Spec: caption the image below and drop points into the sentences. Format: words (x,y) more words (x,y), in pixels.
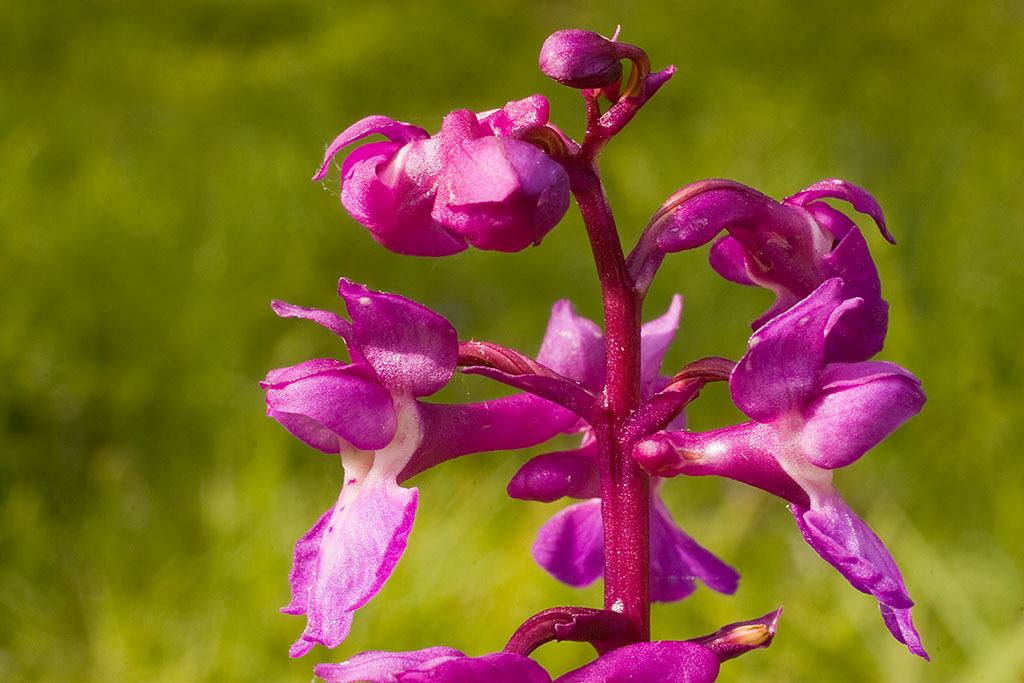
At the front of the image (692,431) there is a pink stem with pink flowers (640,450). Behind the flowers (496,172) there is a green background (909,107).
